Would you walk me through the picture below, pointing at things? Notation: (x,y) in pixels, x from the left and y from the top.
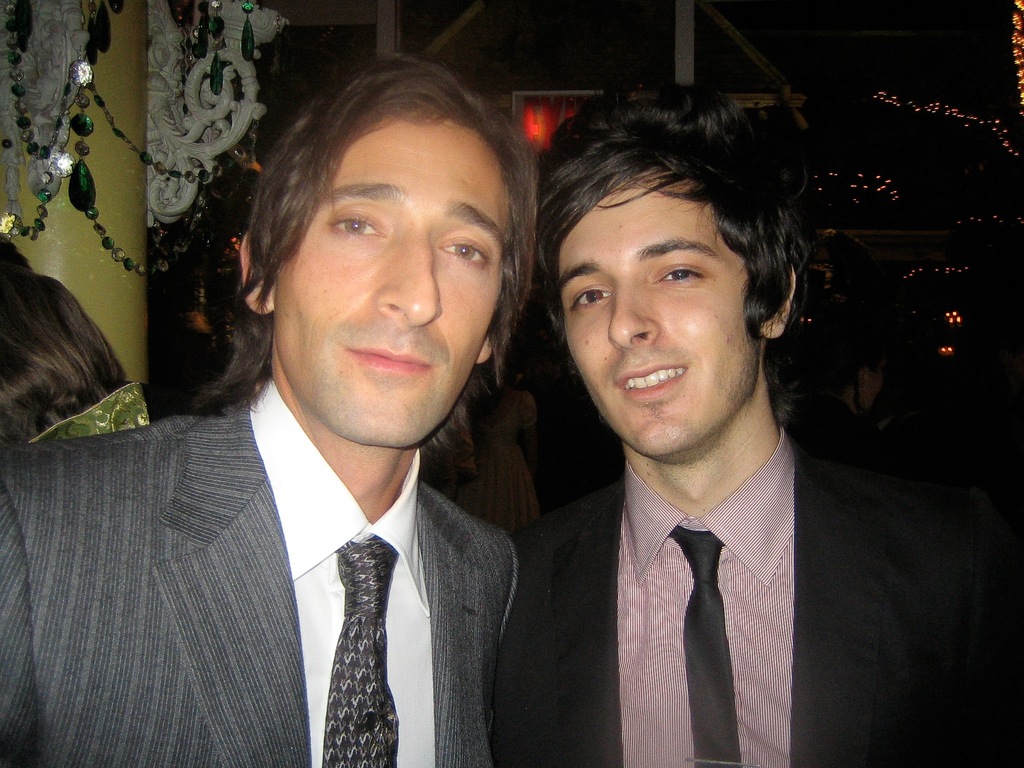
In the center of the image (484,302) we can see two persons (312,558) are standing and wearing suit (458,612), ties (348,683). In the background of the image (241,19) we can see the wall (123,192), decor (172,38) and lights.
